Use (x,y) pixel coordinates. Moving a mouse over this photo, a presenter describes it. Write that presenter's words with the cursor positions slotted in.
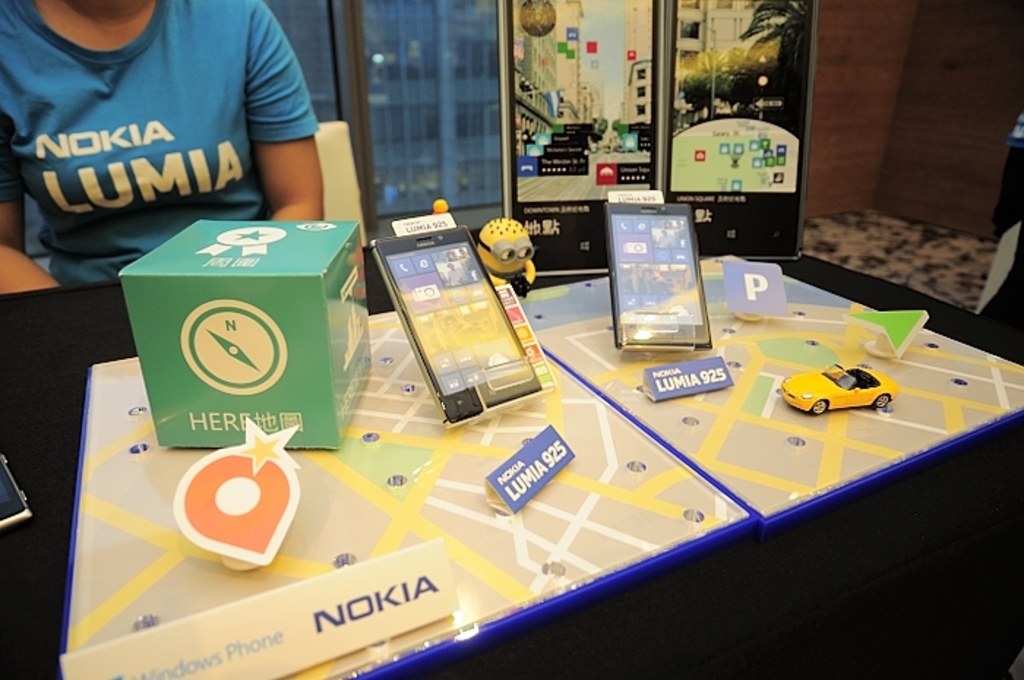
In this picture, we see a table (1004,498) on which boards (696,471), yellow car (817,400), phones (506,339), green box (352,237) and name boards (552,437) are placed. Beside that, we see a woman (215,57) in blue T-shirt (161,44) is sitting on the chair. Behind her, we see a window (465,95) from which buildings (413,95) are visible. On the right side (875,234), we see a carpet (921,273) and a wall (871,130).
